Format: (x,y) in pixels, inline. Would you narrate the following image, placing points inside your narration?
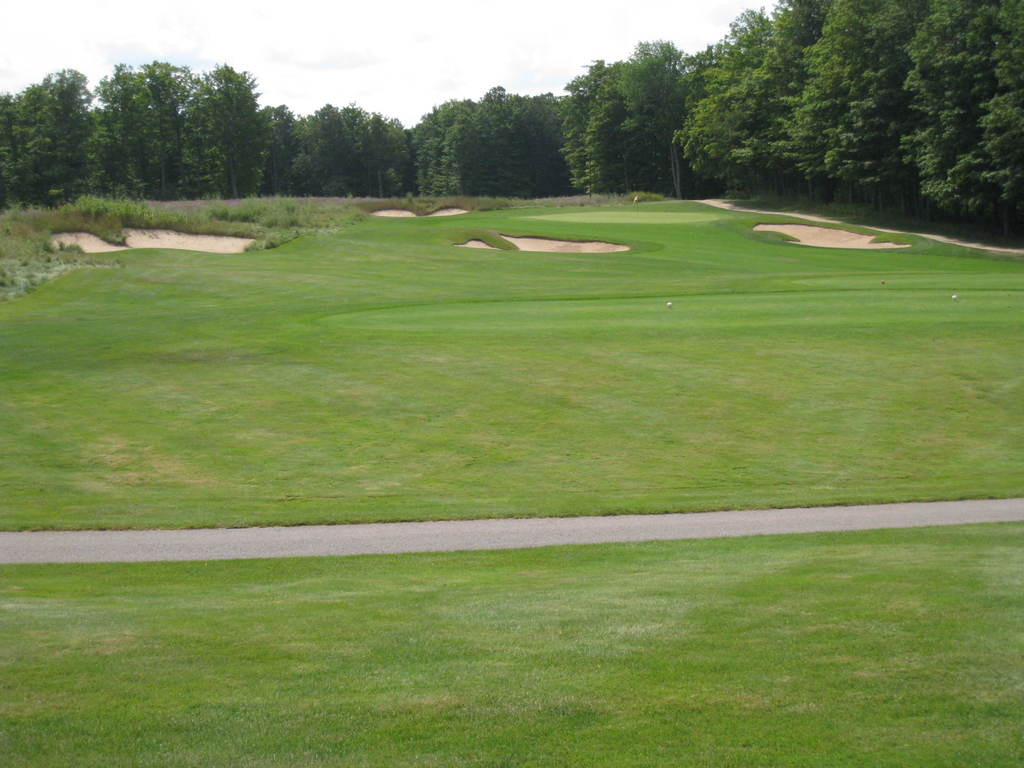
In the foreground of this image (587,409), there is a golf course (520,273), grass (738,281) and path (609,524). Trees (358,158) and the sky (277,41) are on the top (391,61).
